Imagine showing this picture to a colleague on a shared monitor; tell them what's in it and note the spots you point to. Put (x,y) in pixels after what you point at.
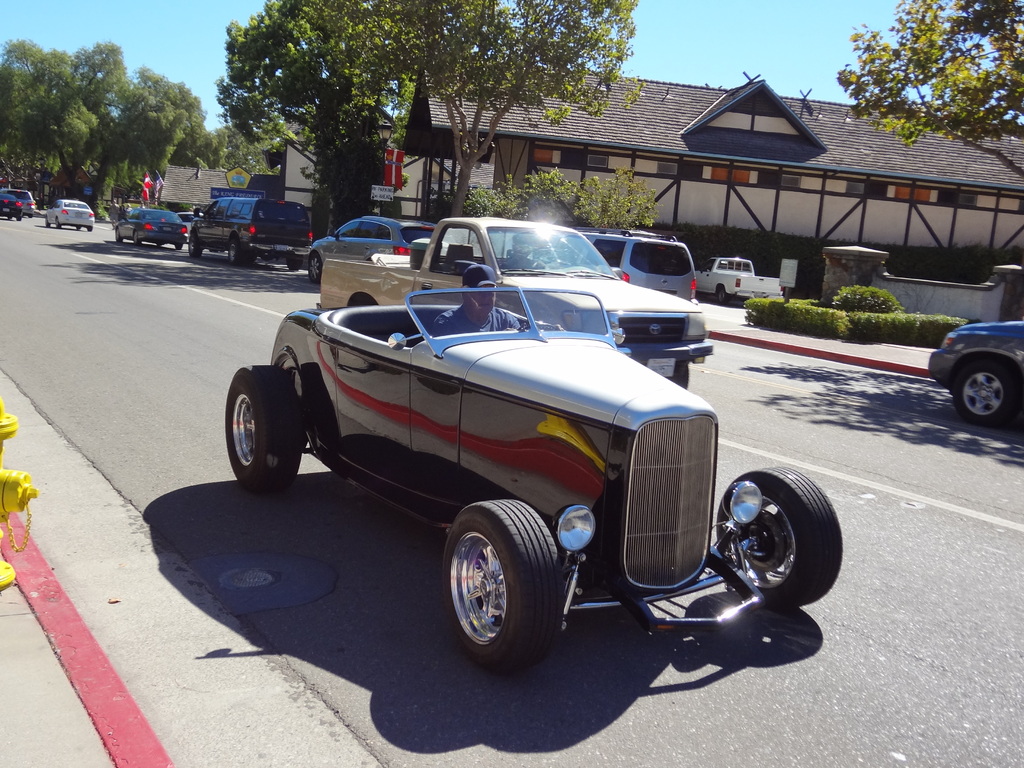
In this image there are a few cars (295,340) passing on the road (214,291), beside the road (147,254) there are trees (366,187) and houses (886,141).
